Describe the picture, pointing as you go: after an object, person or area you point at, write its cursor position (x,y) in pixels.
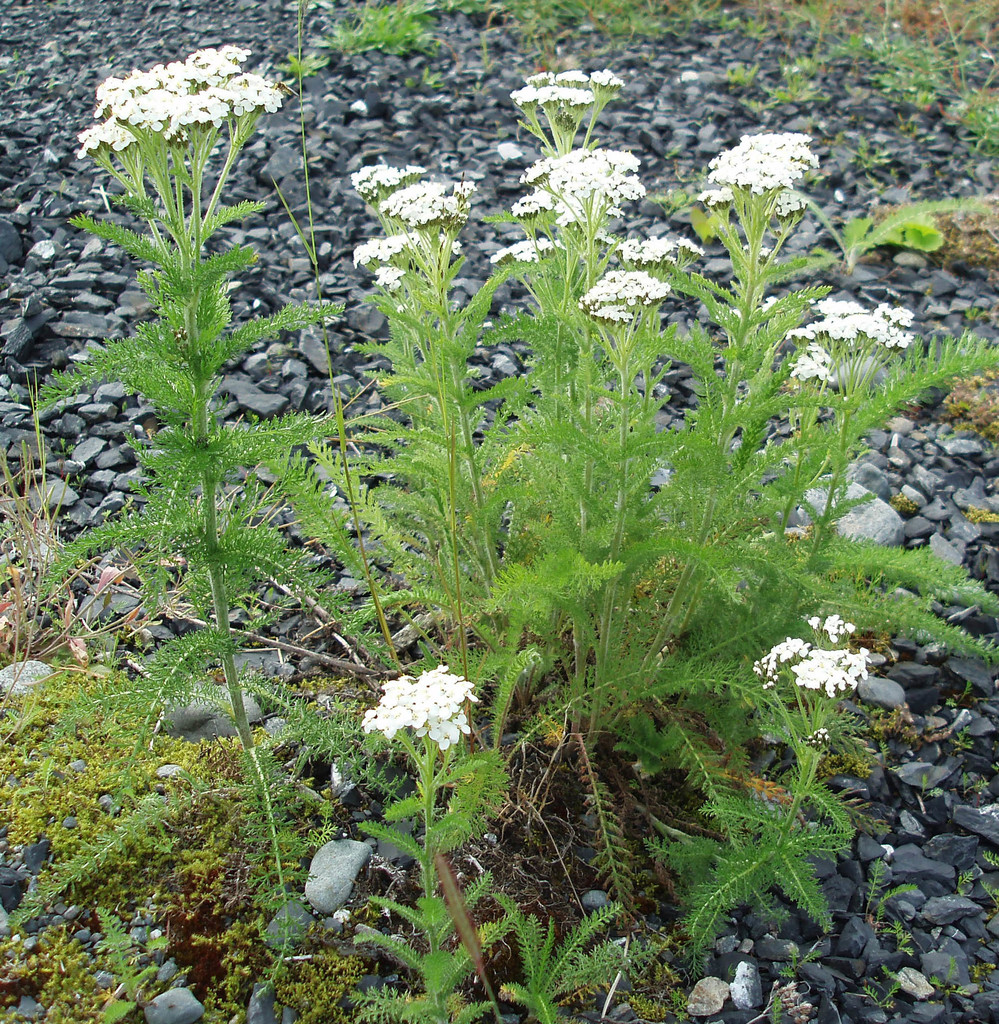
In this image we can see plants (629,735), flowers (796,333), and stones (627,212).
